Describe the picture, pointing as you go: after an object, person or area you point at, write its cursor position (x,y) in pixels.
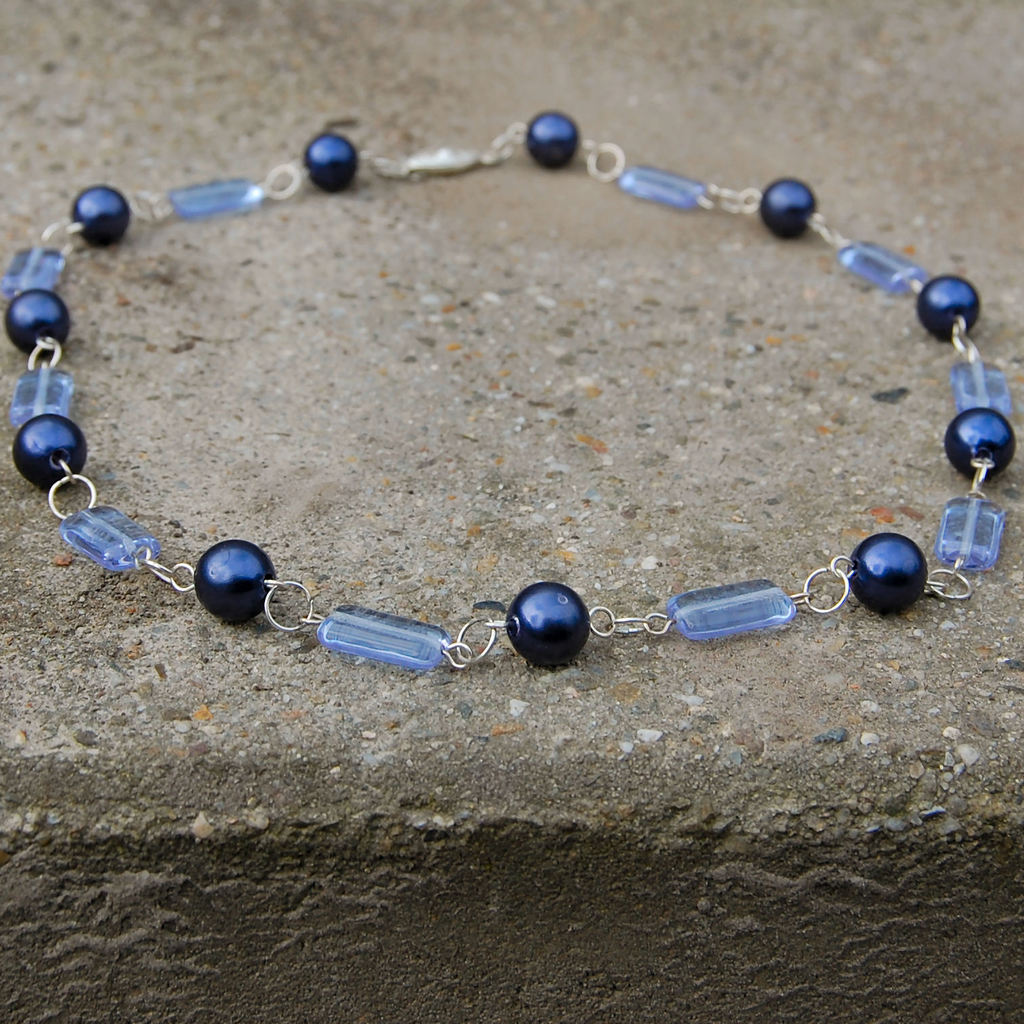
This picture contains a bracelet (540,625). This bracelet (560,621) is made up of blue color beads (62,329). At the bottom of the picture (581,896), we see concrete (422,864).
